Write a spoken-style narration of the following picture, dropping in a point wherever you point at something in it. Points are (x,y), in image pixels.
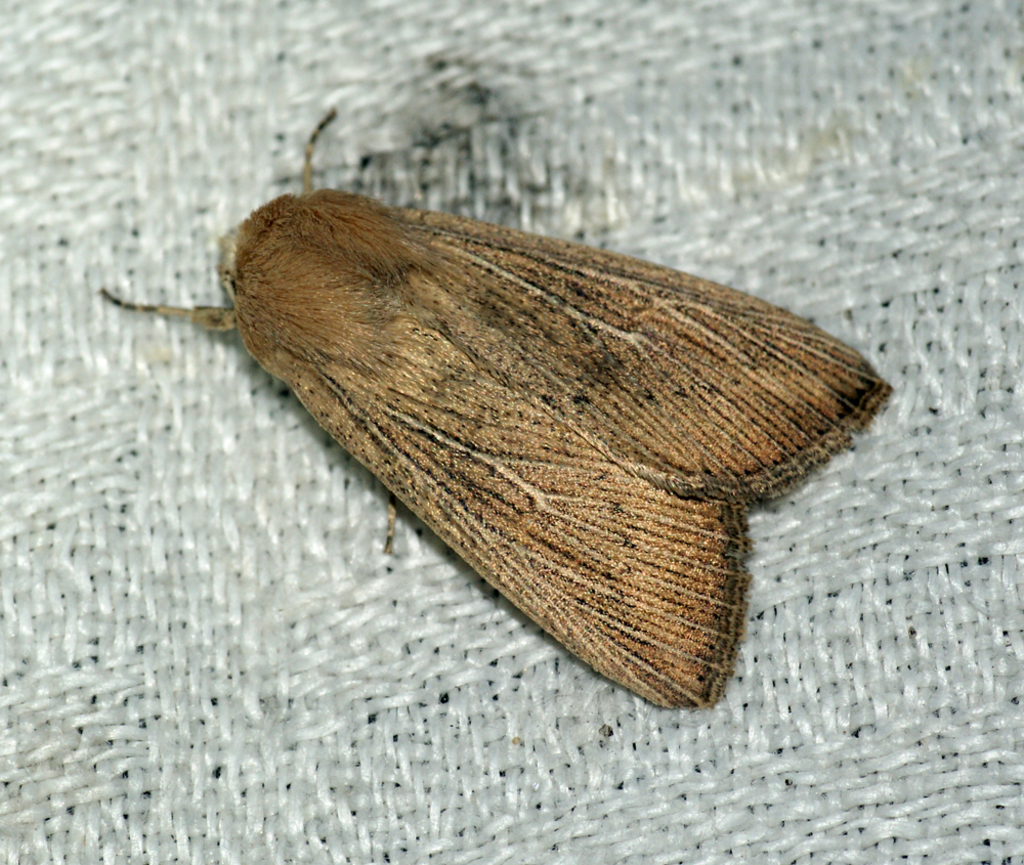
In this picture we can see the beautiful moth (632,386) on the white cloth (269,656).
